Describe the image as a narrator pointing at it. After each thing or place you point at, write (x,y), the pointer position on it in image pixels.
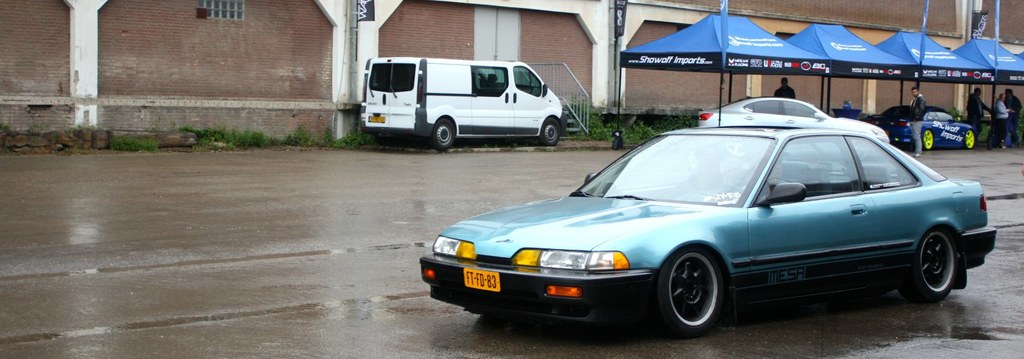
In this image, we can see some vehicles (784,167). There is a wall (437,28) at the top of the image (614,24). There are tents (691,59) and persons (1005,103) in the top right of the image (928,54).
